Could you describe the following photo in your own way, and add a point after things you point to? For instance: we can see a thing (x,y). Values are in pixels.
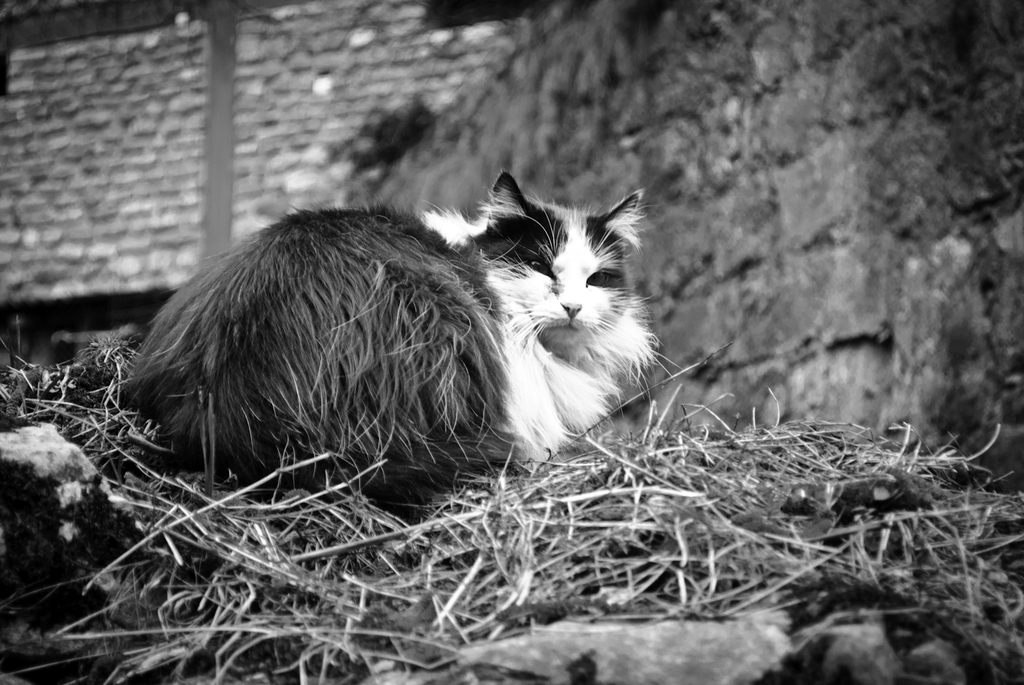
It is a black and white image. In this image, we can see a cat (449,305) is laying on the dry grass (521,478). Here we can see few stones (766,626). Background (609,95) there is a blur view. Here we can see wall (672,98), pole (216,114) and house (324,173).
